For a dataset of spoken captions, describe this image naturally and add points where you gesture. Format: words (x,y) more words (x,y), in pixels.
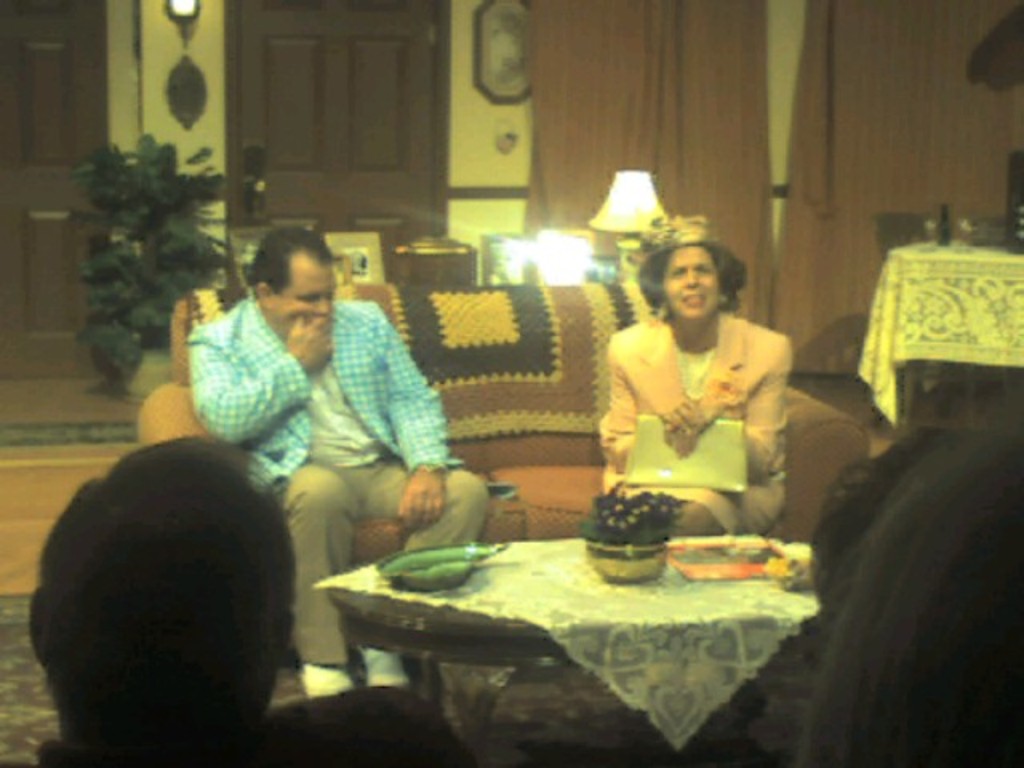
In this image we can see a man (258,413) and a woman (705,502) sitting on the sofa (548,460), side table (562,594) with flower vase (648,506), table cloth (621,606) and decors (761,568) on it, table lamp (630,199), houseplant (209,151), doors (291,90), curtains (536,89) and wall hangings (180,73) attached to the walls (144,114). At the bottom of the image (152,582) we can see persons (289,630) sitting.
